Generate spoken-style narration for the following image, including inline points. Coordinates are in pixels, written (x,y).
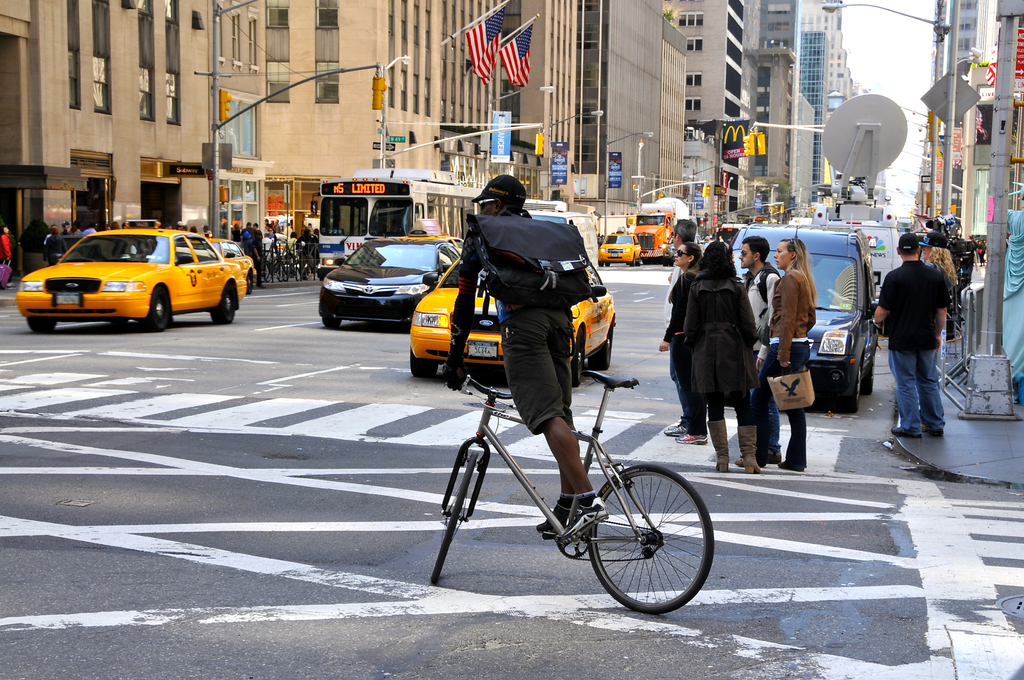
This picture shows vehicles (372,246) on the road (517,617) and we see few buildings (18,60) on the left (22,41) and right side of the road (525,632) and we see a man (515,369) riding bicycle (500,416) and few people (758,391) standing on the road (906,523) and we see couple of flags (488,41).
